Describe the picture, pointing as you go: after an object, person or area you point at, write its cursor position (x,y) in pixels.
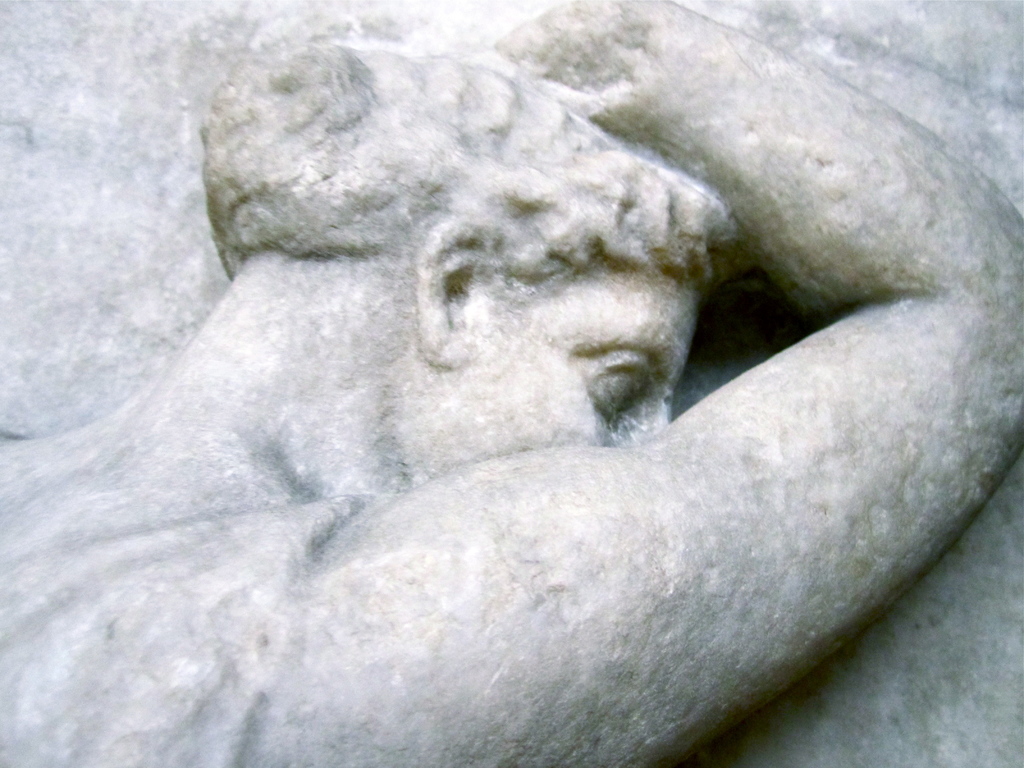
In this picture we can see the upper part (687,105) of a human statue (445,743) made of a rock (527,576).
